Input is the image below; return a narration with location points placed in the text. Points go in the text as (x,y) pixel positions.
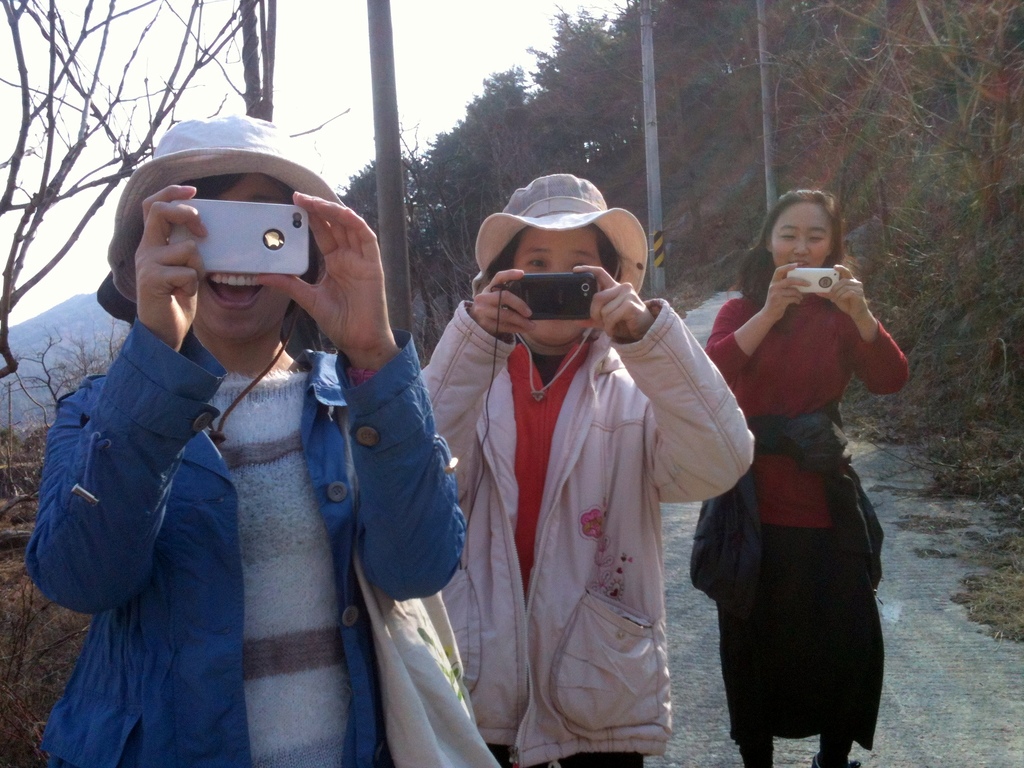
In this image I can see three women (860,693) are standing and holding cameras (220,206). I can also see two of them are wearing caps (141,195) and jackets (424,529). In the background (487,100) I can see trees (485,109) and sky (475,44).
